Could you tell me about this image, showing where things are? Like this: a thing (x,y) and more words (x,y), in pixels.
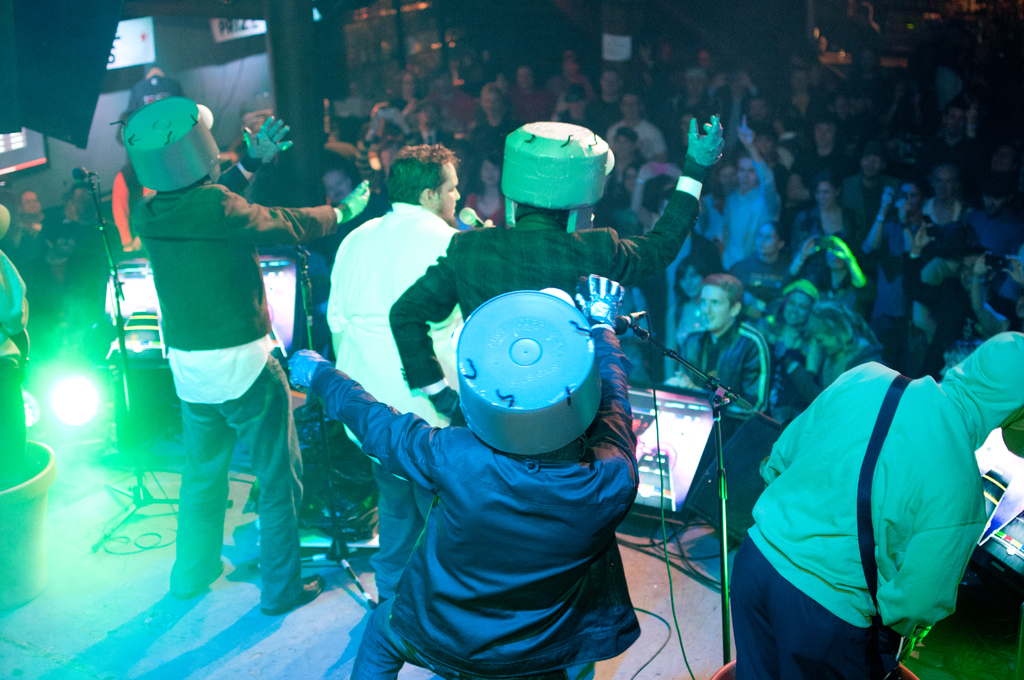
This picture describes about group of people (817,355), and we can see few people (350,337) on the stage (627,546), they are musicians (574,382), in front of them we can find microphones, monitors (127,342) and lights (89,396).
